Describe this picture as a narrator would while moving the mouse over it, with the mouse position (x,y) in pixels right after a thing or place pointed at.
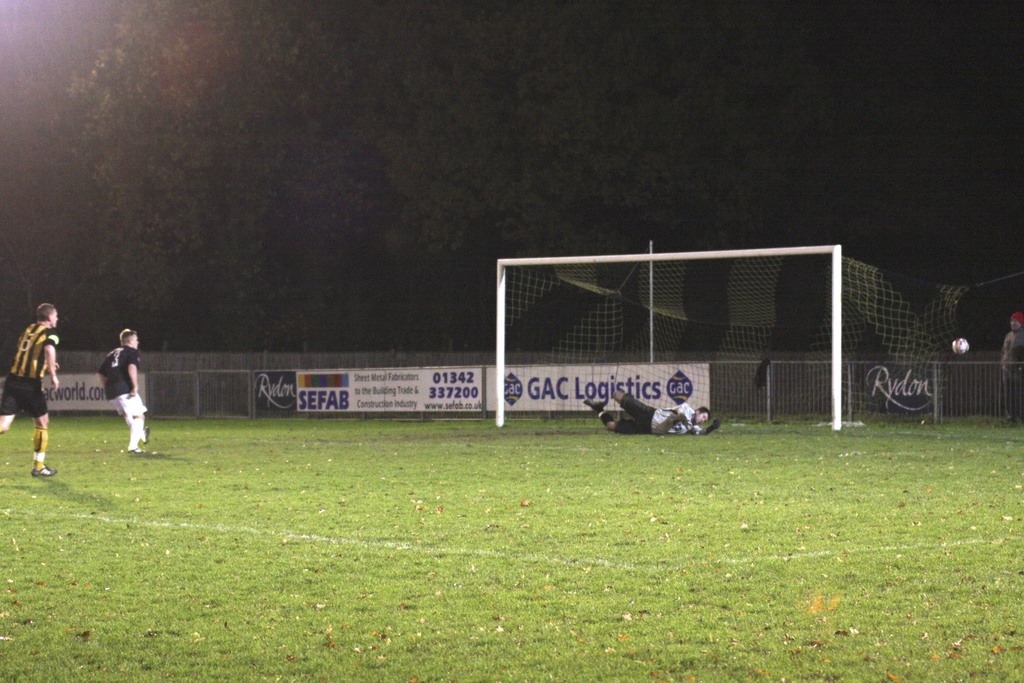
In this image we can see two persons (113,382) are standing on a ground (584,442), there a man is lying on the ground (304,581), there is a pole (694,257), there is a net (688,315), at the back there is a fencing (868,373), there is a ball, there are many trees (409,97).
